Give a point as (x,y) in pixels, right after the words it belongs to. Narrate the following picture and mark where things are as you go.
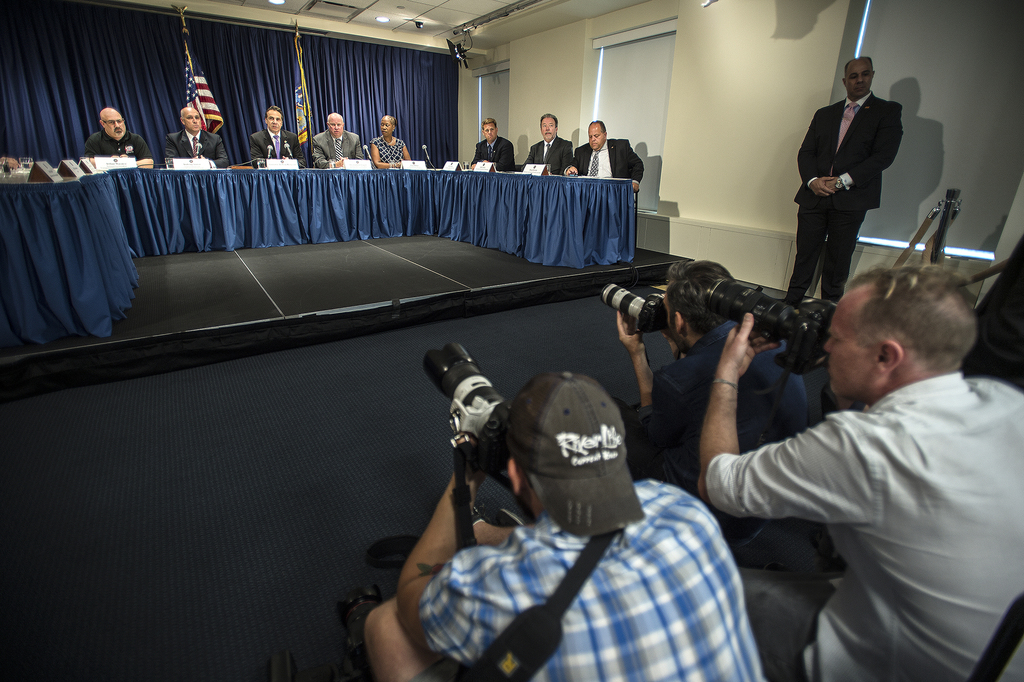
In this image, we can see a few people (797,458). Among them, some people (659,419) are holding cameras (656,325). We can also see the ground (210,396) and a table (458,204) covered with a cloth (296,184) and some objects (282,163) on it. We can see some curtains (169,59), flags (296,60). We can see the roof (354,24) with lights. There is a wall (701,100) with some windows (635,84). There is a camera stand (915,254).
